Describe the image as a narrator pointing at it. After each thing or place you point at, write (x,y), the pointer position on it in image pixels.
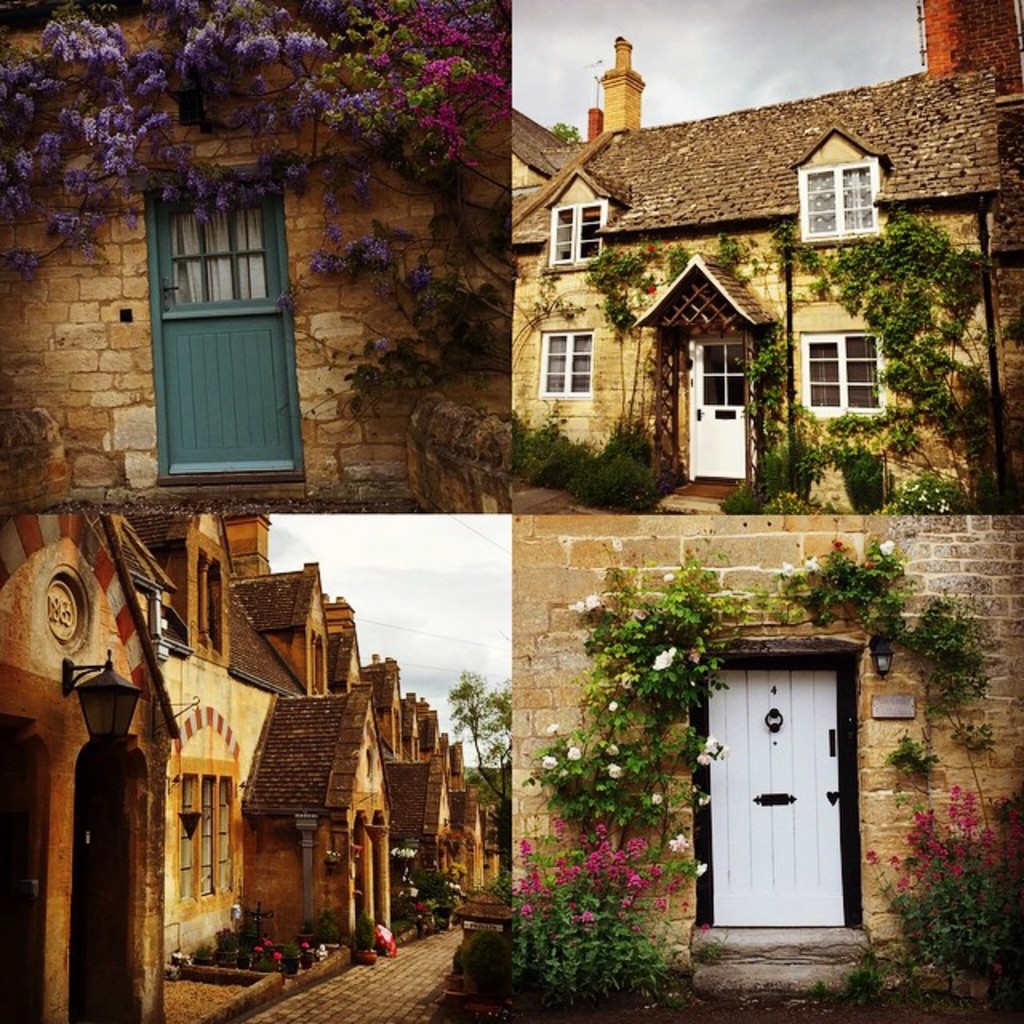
It is a collage picture. In this image, we can see houses (749,398), plants (616,299), walls (477,475), doors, windows (803,354) and few objects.
